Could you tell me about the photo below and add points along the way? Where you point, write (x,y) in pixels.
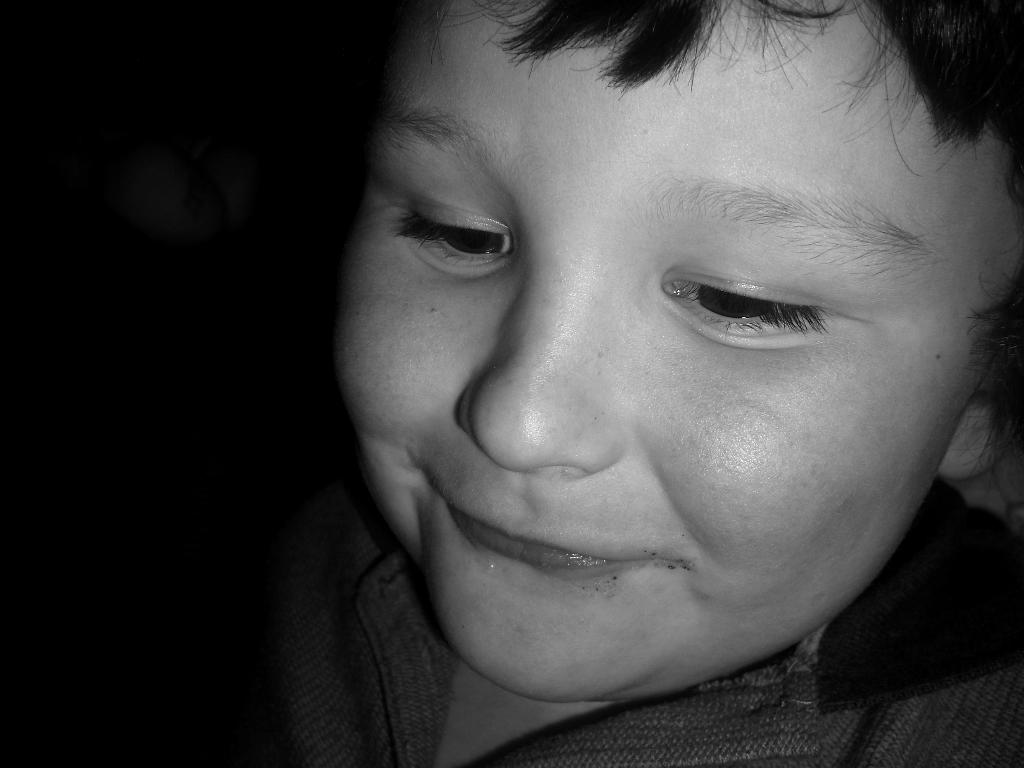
In this image we can see a boy (526,586) smiling.
